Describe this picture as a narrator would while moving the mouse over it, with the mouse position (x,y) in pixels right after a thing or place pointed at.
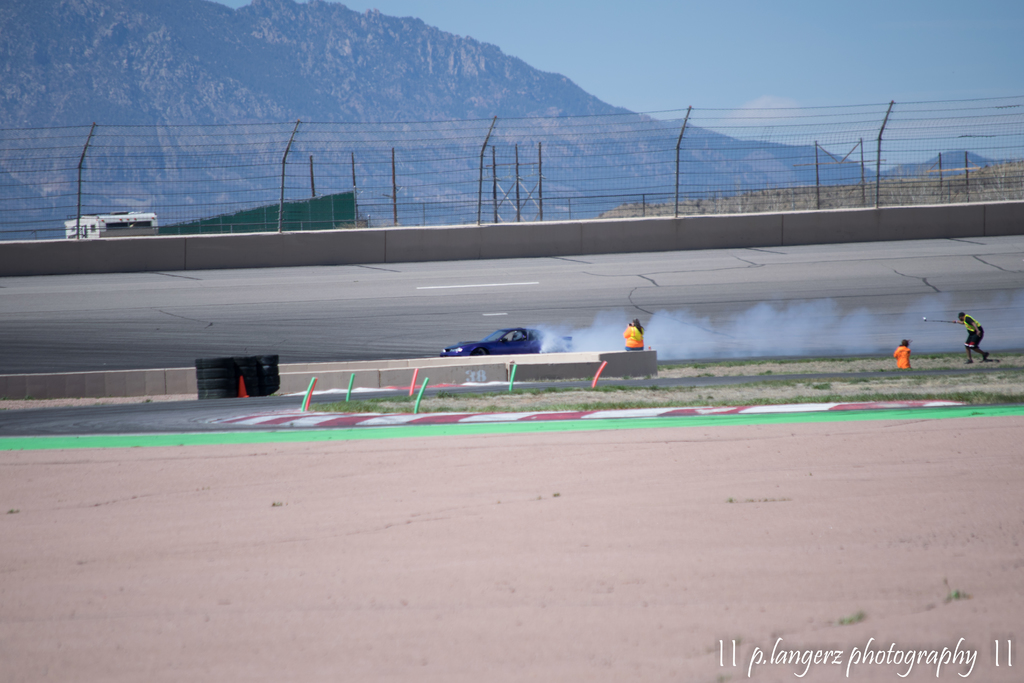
In this image we can see a mountain (380,65). There is a fencing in the image. There are few people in the image. A person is driving a car (512,340) on the road (525,324). There are few objects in the image. There is a group of tires (248,373) in the image. There is a sky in the image. There is a vehicle (126,227) in the image. There is some text (874,650) at the bottom of the image (841,652).
